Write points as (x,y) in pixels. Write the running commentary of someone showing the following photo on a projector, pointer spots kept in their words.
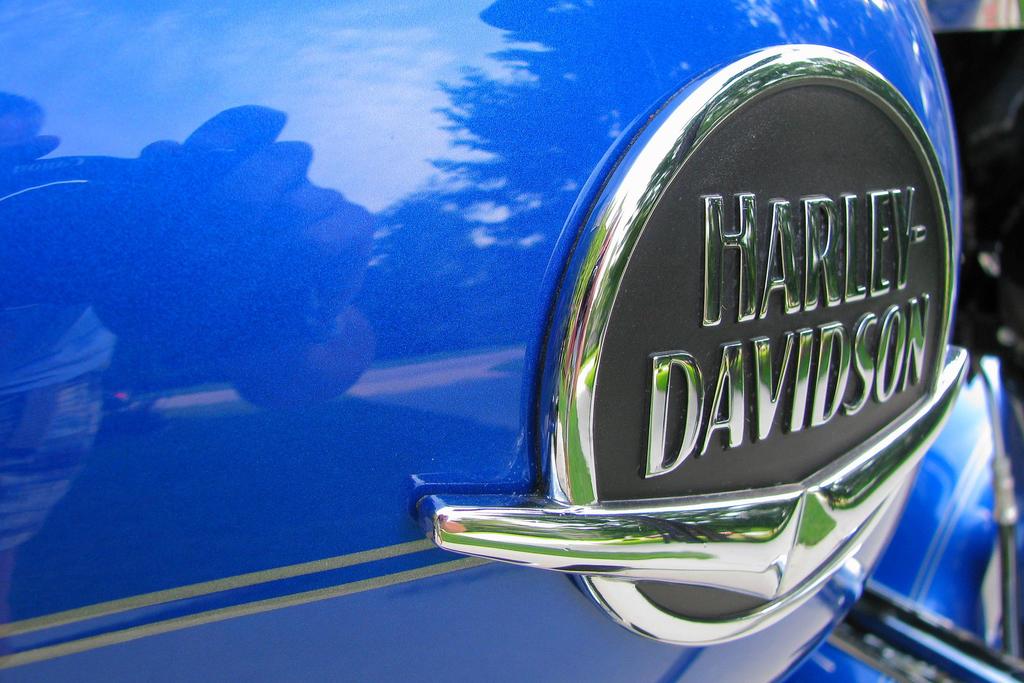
In the center of the image (506,302), we can see a vehicle (499,248) and there is some text (719,308) on it.
